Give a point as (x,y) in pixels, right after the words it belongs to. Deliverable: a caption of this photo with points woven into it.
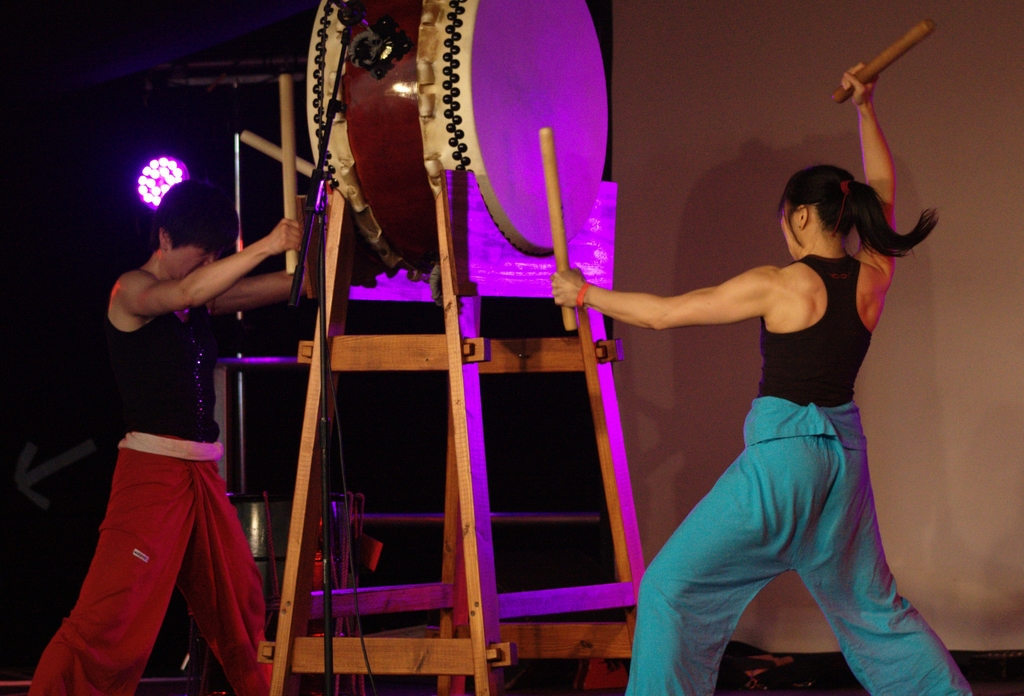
2 people (802,279) are playing a huge drum (424,86). they are wearing black vest (817,348). the person (207,514) at the left (189,504) is wearing red pant (181,532). the person (818,518) at the right (851,521) is wearing green pant (852,544). behind them there is a pink light (152,183). the drum (417,215) is placed on a wooden stool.
